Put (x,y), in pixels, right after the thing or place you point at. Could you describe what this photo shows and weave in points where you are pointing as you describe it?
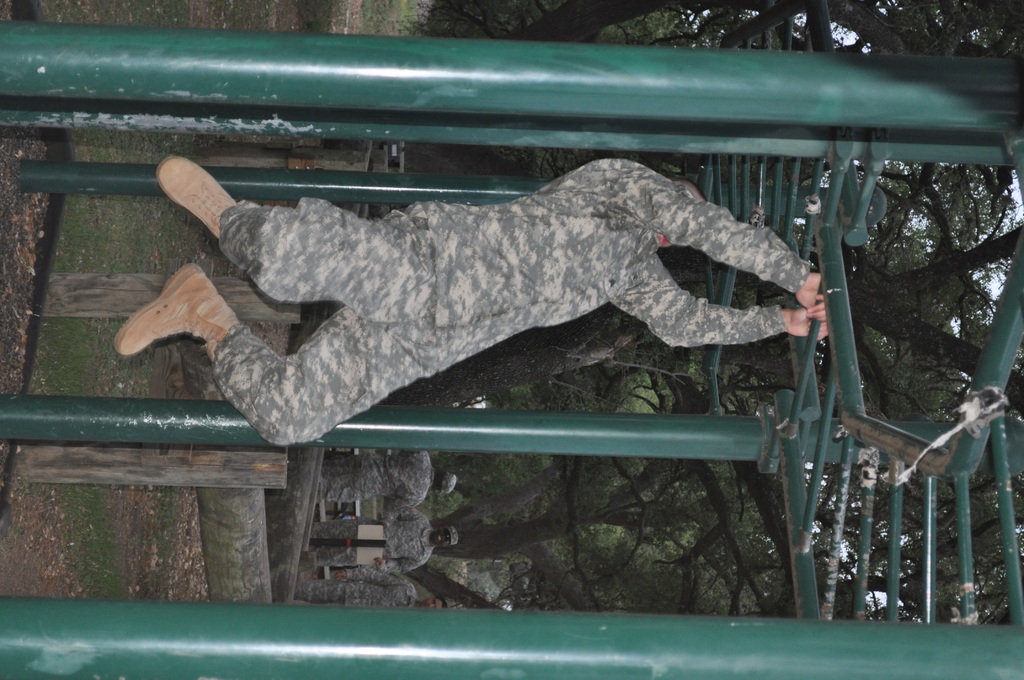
In this picture there is a man (615,210) in the center of the image (558,277), by holding a rod (834,324) of a cage (699,416) in his hands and there are trees (464,501) and other men (336,495) in the background area of the image (587,495).
